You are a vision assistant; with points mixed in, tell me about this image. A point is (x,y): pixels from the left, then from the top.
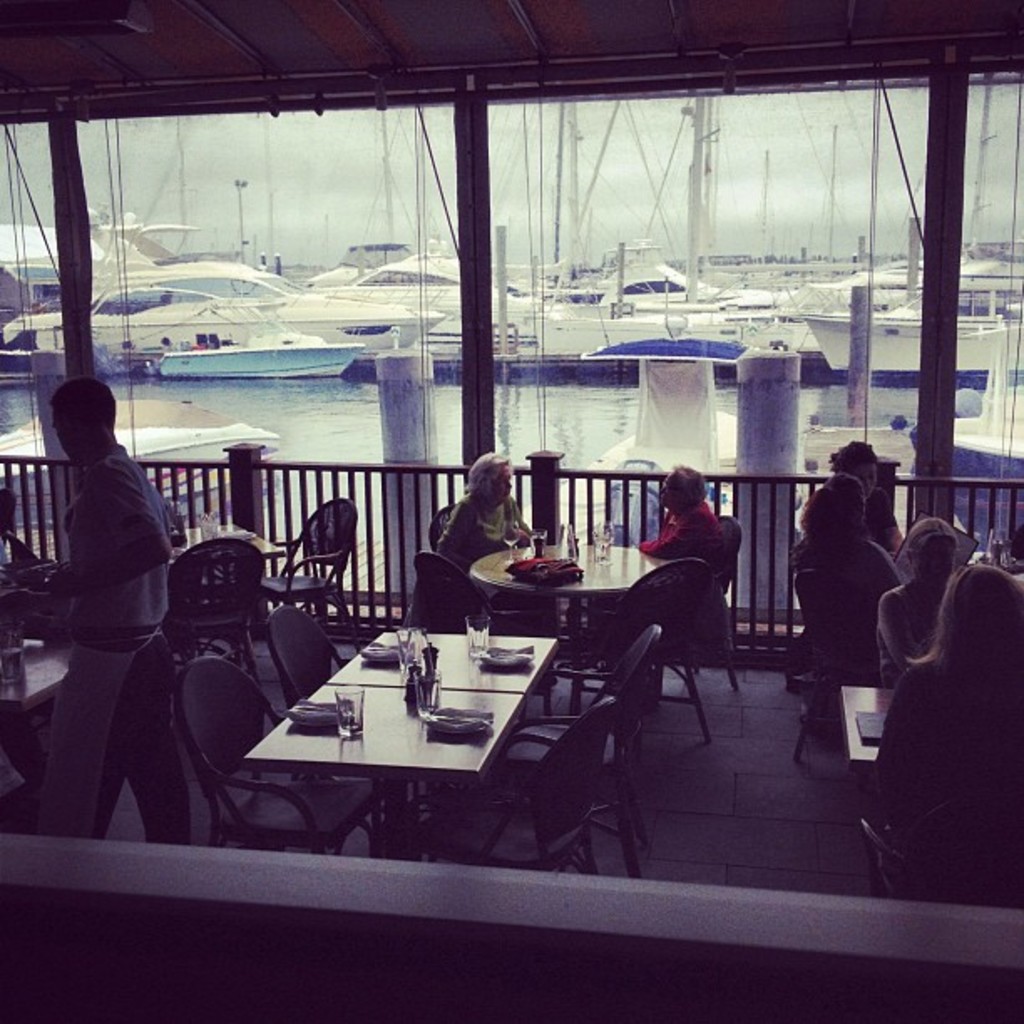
Here we can see a group of people (674,530) are sitting on the chair (807,579) and in front (585,565) here is the table (617,548) and some objects (602,555) on it, and here is the fencing (390,466), and at back (367,421) here is the water (523,399) and ships (355,301), and at above here is the sky (339,181).
